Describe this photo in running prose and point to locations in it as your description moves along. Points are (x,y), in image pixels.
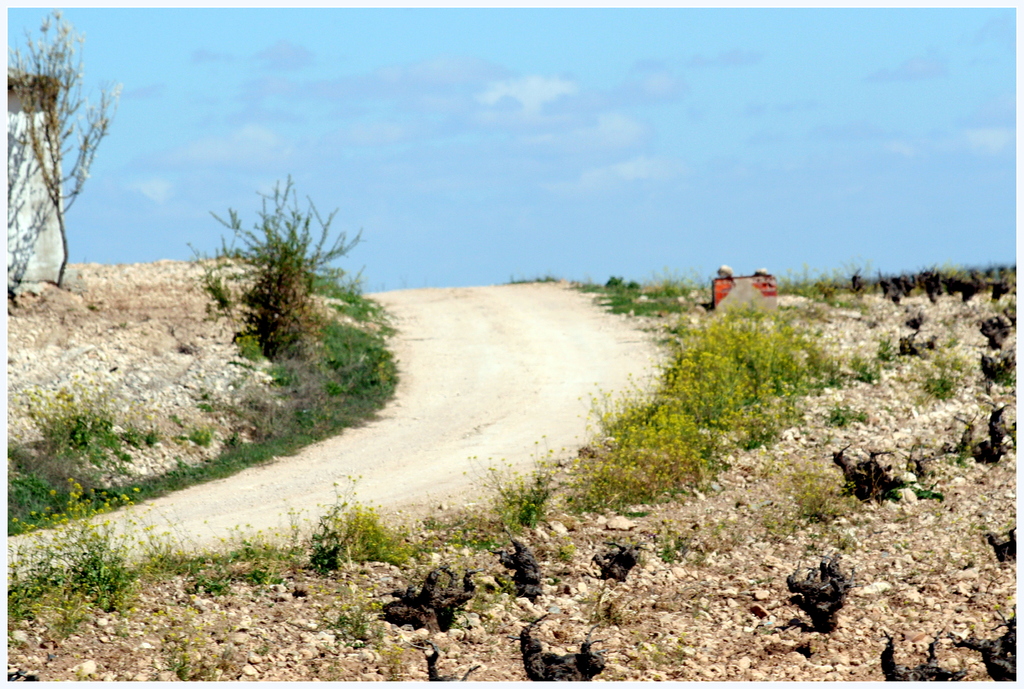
At the bottom of the picture (624,617), we see the stones (579,605) and the grass (707,377). On the left side (71,284), we see a white building (44,226), stones (67,300) and trees (56,38). We see a cement block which is painted in red and grey color. In the background (460,128), we see the clouds (529,90) and the sky (696,144), which is blue in color.
